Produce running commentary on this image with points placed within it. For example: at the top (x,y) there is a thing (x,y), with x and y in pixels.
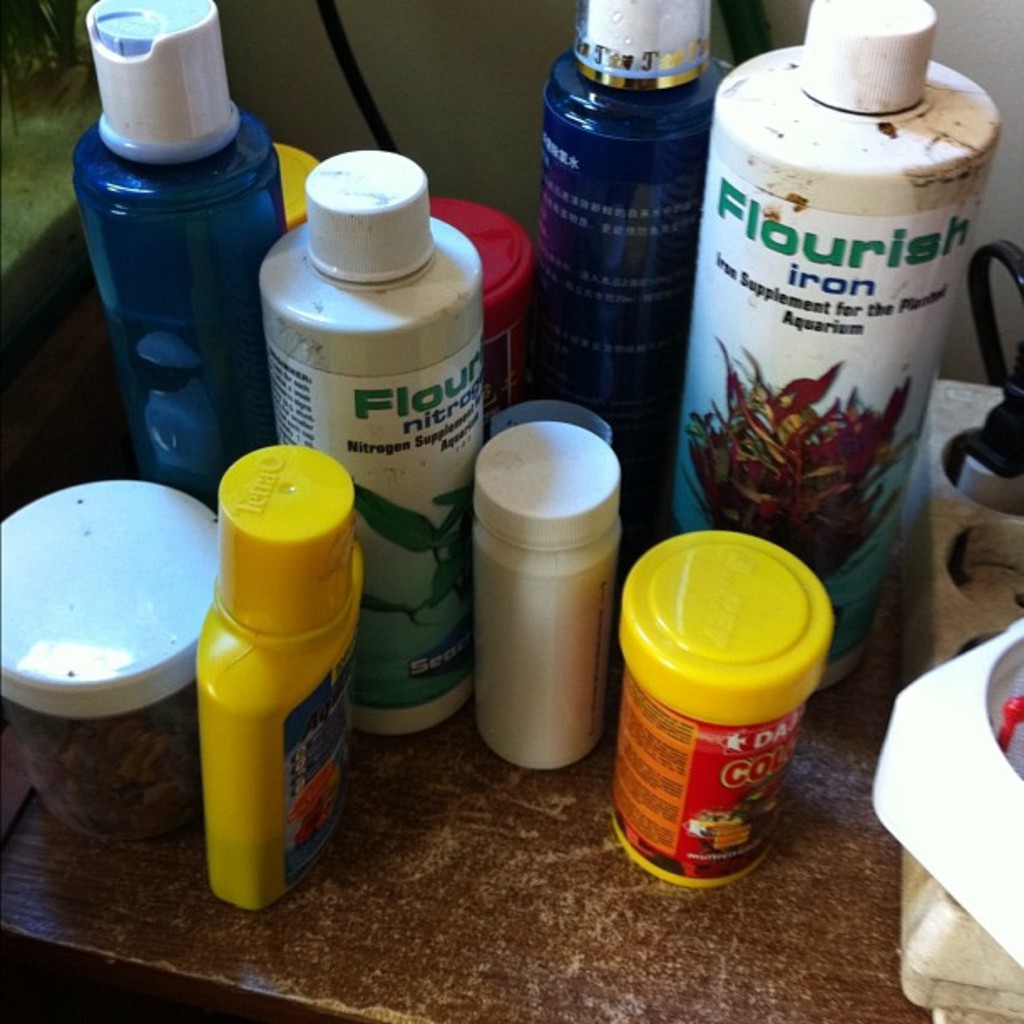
In this image, we can see few bottles (660,650) and items (767,840) are placed on the wooden table (454,951). In the background (528,147), there is a wall (455,97) and wire (363,89).
